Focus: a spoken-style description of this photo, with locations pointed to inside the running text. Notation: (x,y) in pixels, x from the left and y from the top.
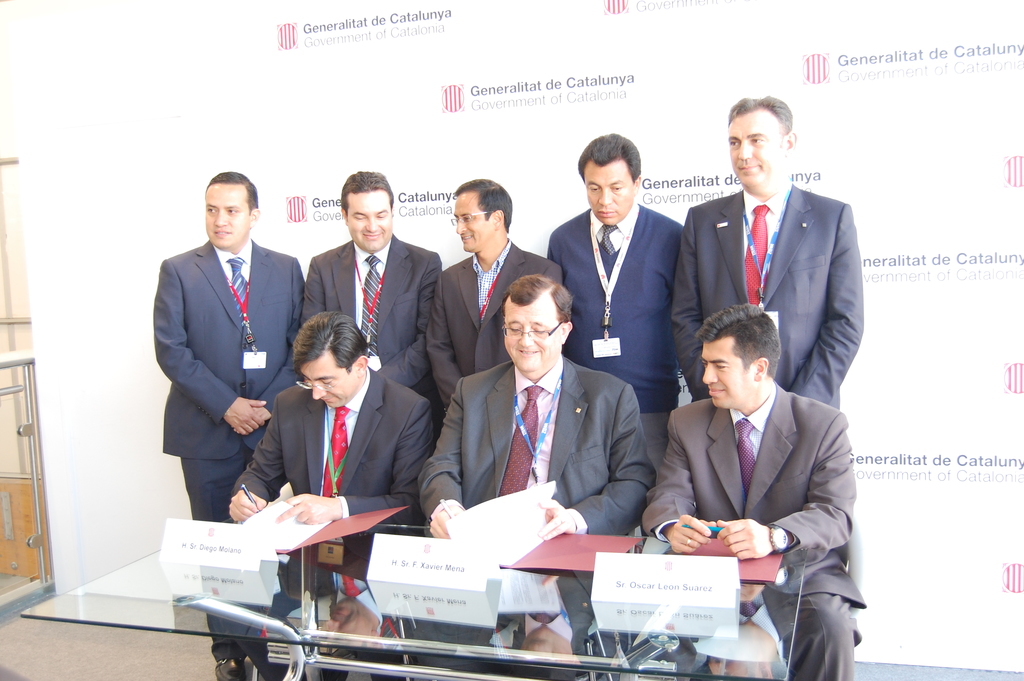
In this image we can see people (410,435) sitting and some of them are standing. At the bottom (551,602) there is a table (565,599) and we can see files (565,558) and boards (464,575) placed on the table (483,626). In the background (496,139) there is a board (496,129), wall (93,317) and a door (9,468).
